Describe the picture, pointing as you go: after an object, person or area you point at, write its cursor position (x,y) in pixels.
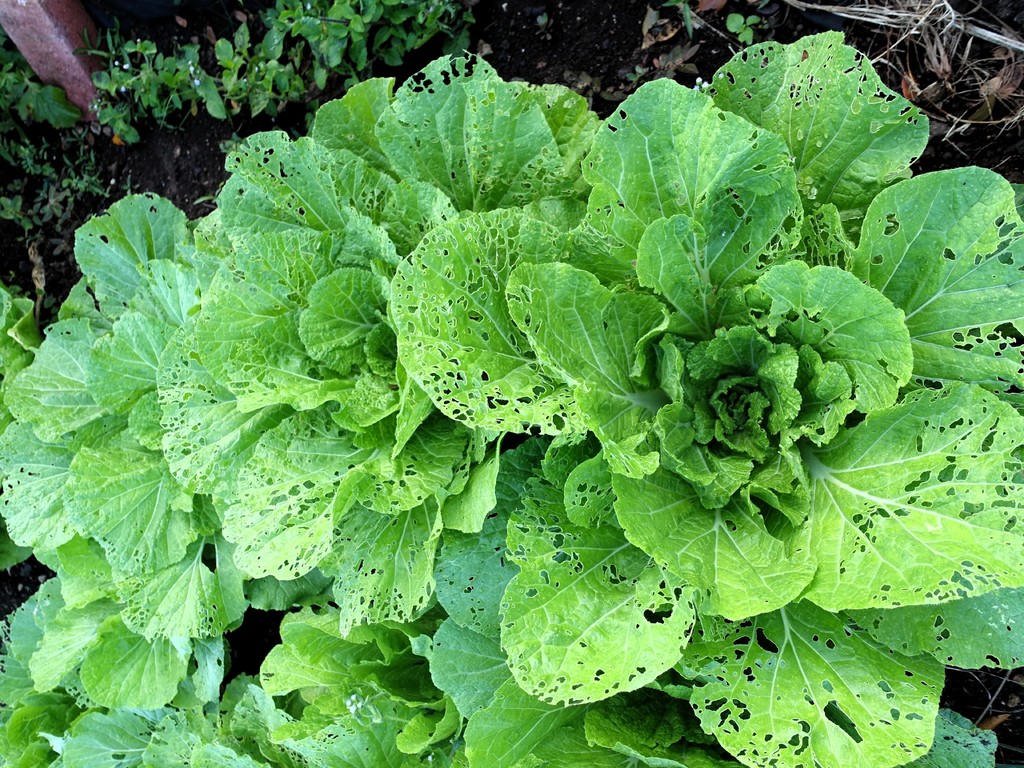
In this image there is cabbage (362,461).
